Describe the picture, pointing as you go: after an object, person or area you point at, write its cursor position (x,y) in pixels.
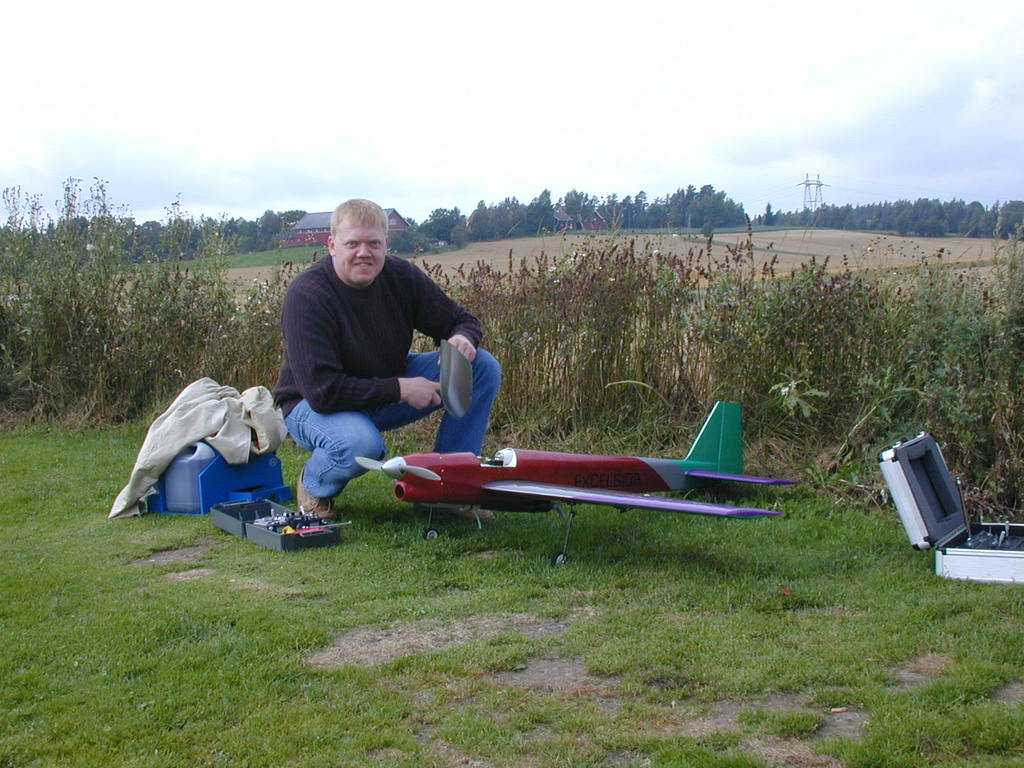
In this image, we can see a person (458,336) and the ground (409,503) with some objects (510,491). We can also see some grass (438,589) and plants (958,437). There are a few trees (639,224) and towers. We can also see a house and the sky (565,97) with clouds (596,87).
